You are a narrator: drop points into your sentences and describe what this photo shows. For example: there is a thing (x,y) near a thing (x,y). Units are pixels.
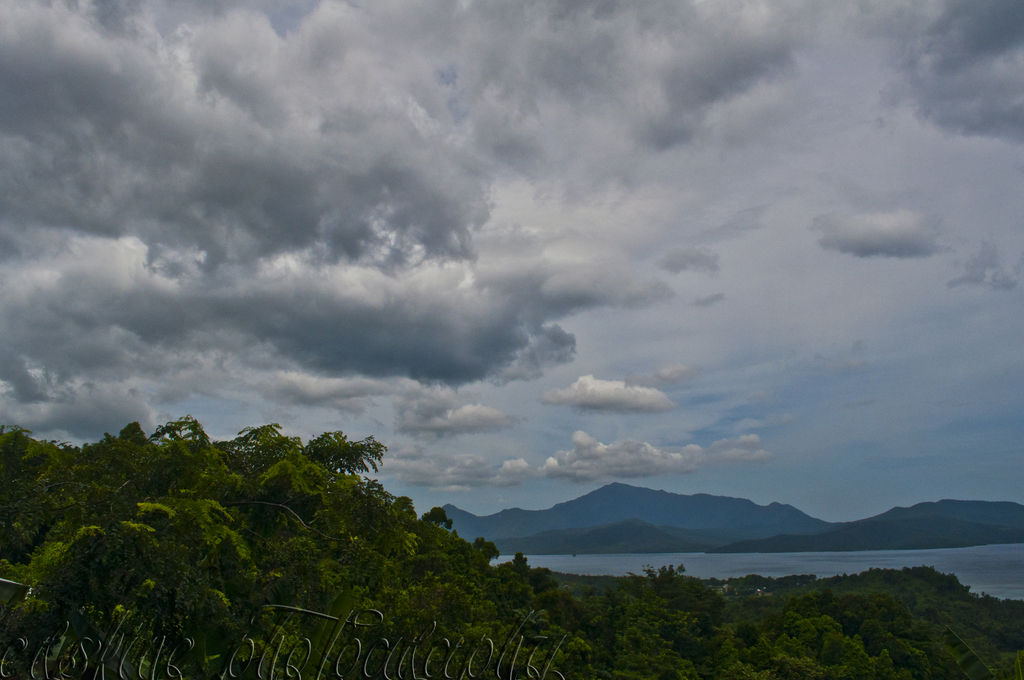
At the bottom of the image (340,581) there are trees (805,623). In the background (861,565) there is a river (690,561), hills (737,522) and sky (629,307).
